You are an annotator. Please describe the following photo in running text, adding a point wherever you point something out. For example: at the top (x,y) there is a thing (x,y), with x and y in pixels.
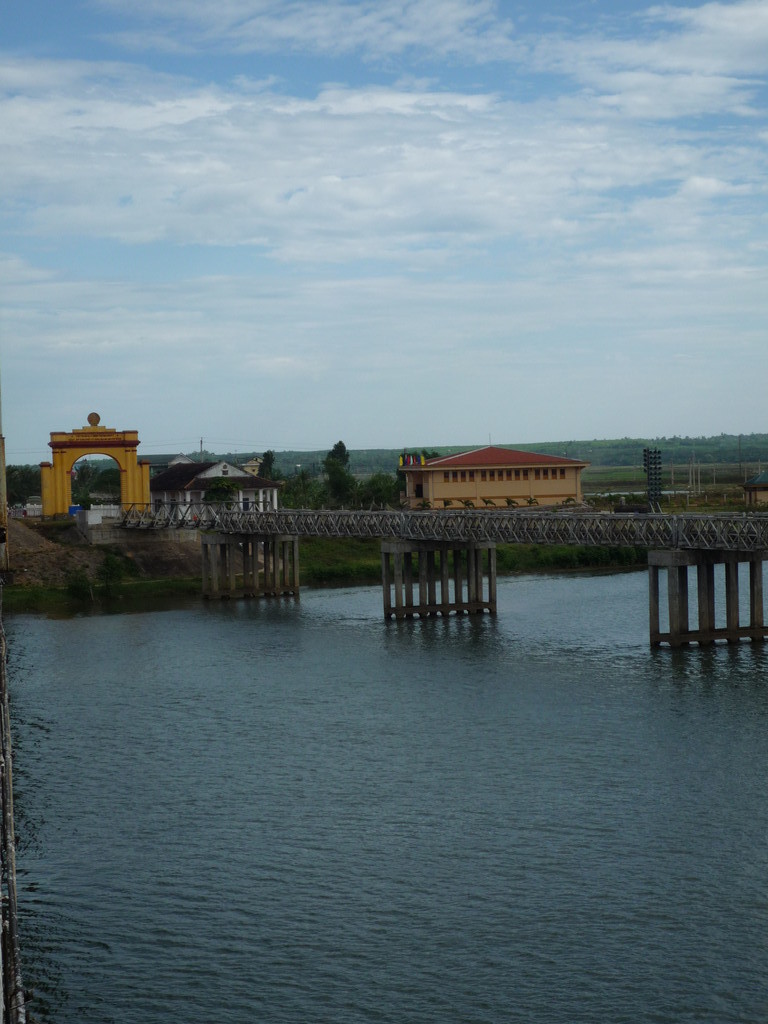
In this image I can see the water (498,634) and a bridge (736,629) on it and there are few buildings (174,458) over here and there are few plants (374,509) and trees (384,476) and the sky (70,354) is blue in color.
